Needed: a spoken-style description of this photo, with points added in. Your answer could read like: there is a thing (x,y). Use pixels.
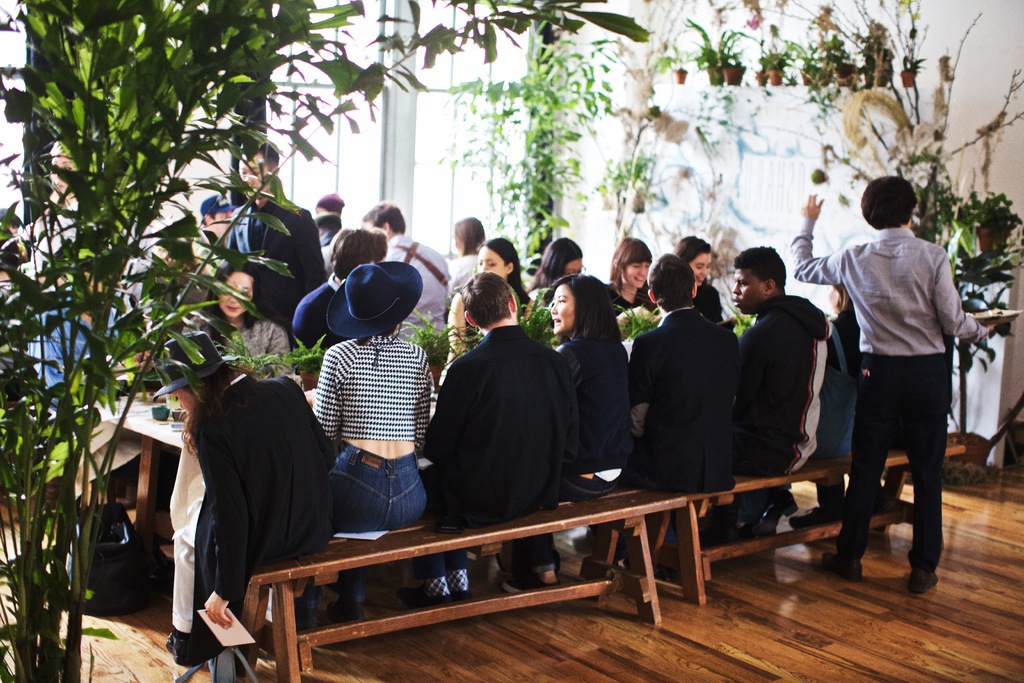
In this image there are group of persons (483,443) who are sitting on the benches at the right side of the image (984,331) there is a person (902,343) standing and holding some thing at the left side of the image (212,148) there is a plant (108,305) and at the background of the image (599,187) there is a wall (788,148) and plants (632,172).
